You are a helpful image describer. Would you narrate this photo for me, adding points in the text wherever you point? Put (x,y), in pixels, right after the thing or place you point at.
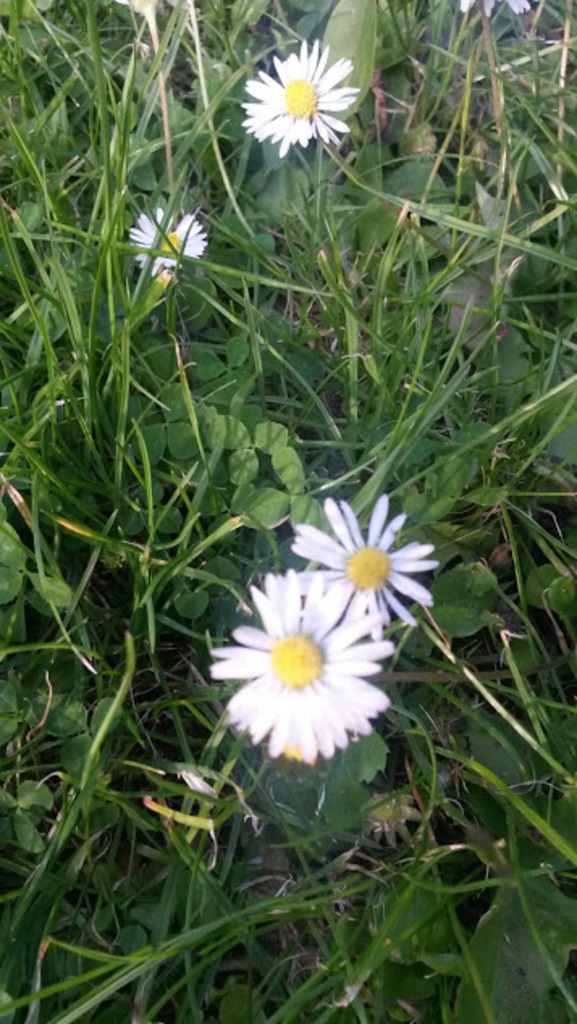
In this image we can see few flowers (355,565), plants (175,265) and the grass (4,312).
